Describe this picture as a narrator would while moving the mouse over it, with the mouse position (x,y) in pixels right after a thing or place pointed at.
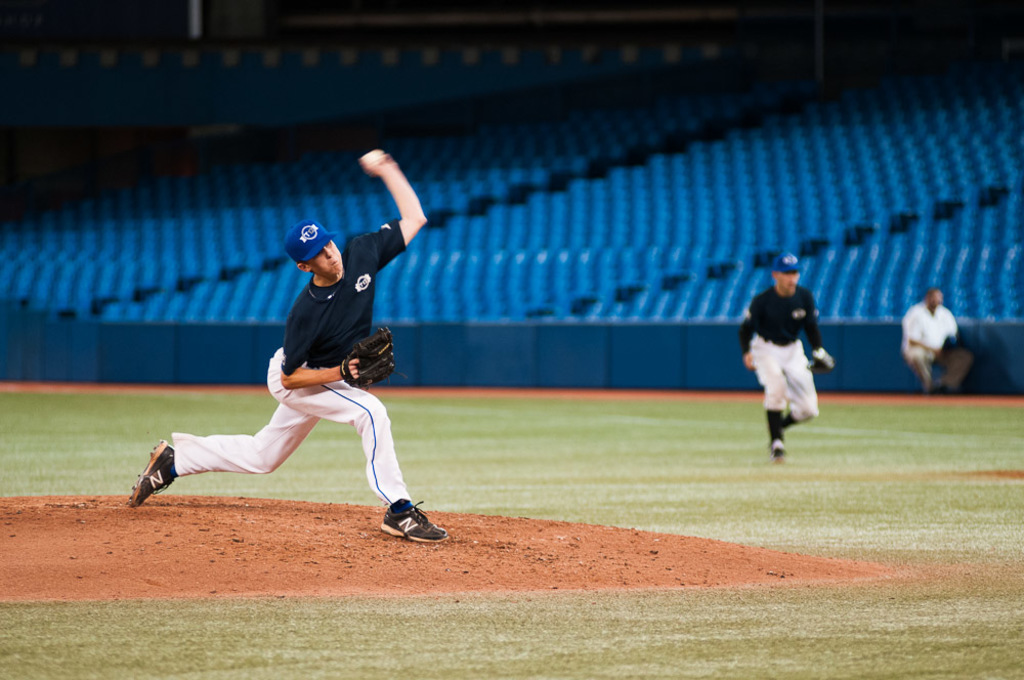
Here in this picture in the middle (344,339) we can see a person (320,332) in position of throwing a ball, which is present in his hand (387,164) and we can see he is wearing glove (349,357) and cap (300,227) on him and the ground (550,459) is partly covered with grass (898,551) over there and we can also see other persons (803,304) standing and sitting on the ground (743,650) over there and we can see number of chairs (522,264) present in the stands (584,110) over there.
